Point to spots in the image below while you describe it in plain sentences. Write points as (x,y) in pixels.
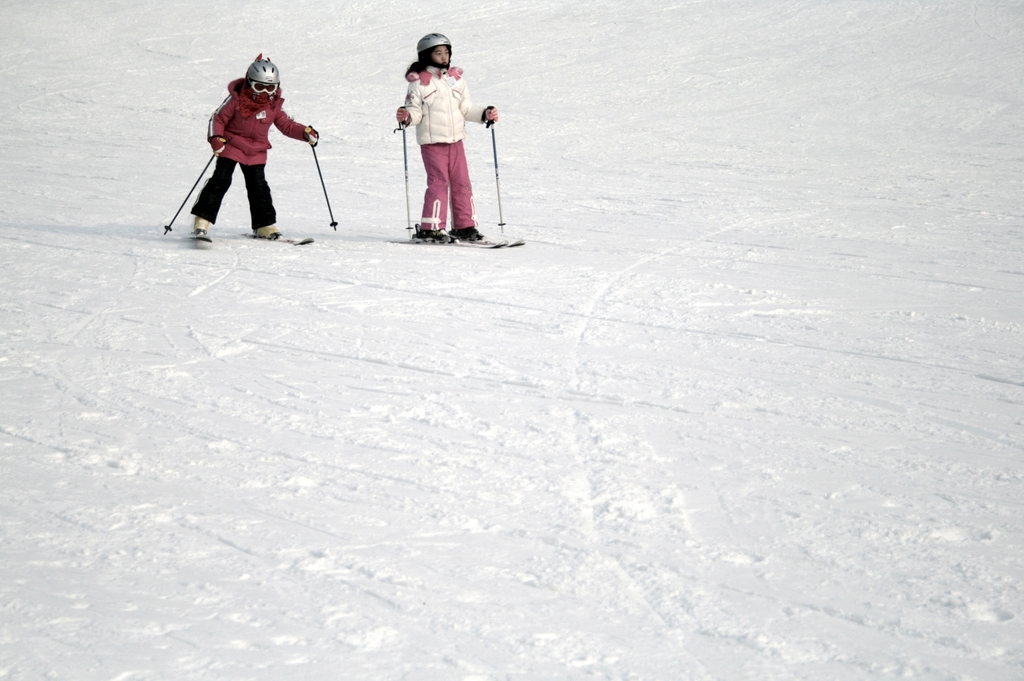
In this image we can see two persons (236,85) with helmets (253,68) skiing on the ice (600,329) and there is ice (395,467) on the ground (213,541).
